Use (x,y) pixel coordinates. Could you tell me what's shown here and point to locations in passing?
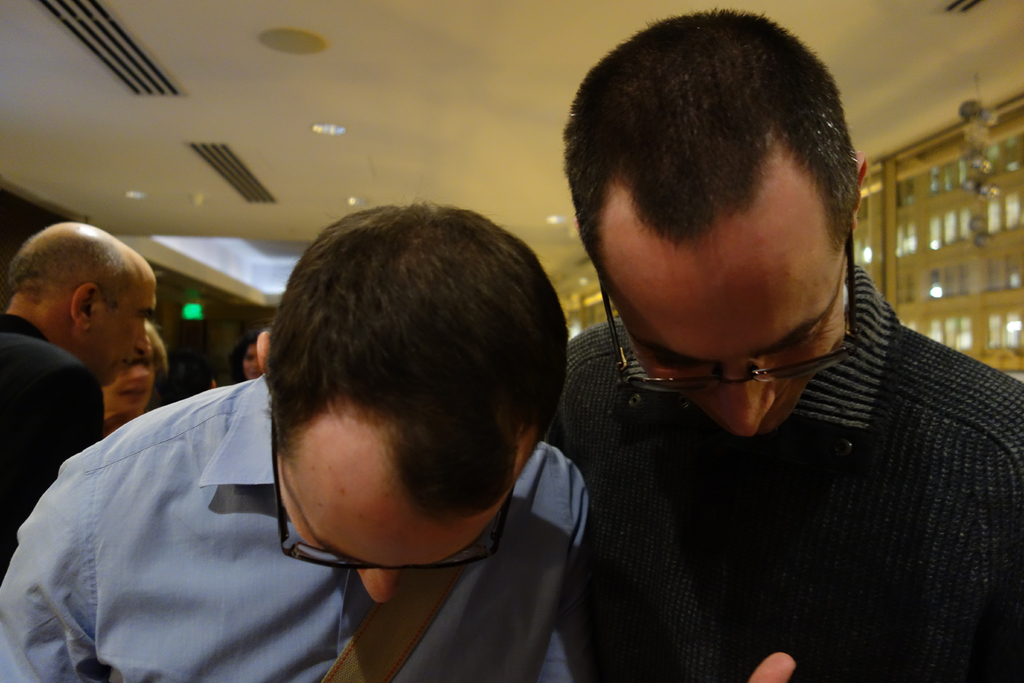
In the center of the image (361,301) there are two persons (315,534). In the background of the image (132,357) there are people (91,377). At the top of the image (439,176) there is ceiling (338,139) with lights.
